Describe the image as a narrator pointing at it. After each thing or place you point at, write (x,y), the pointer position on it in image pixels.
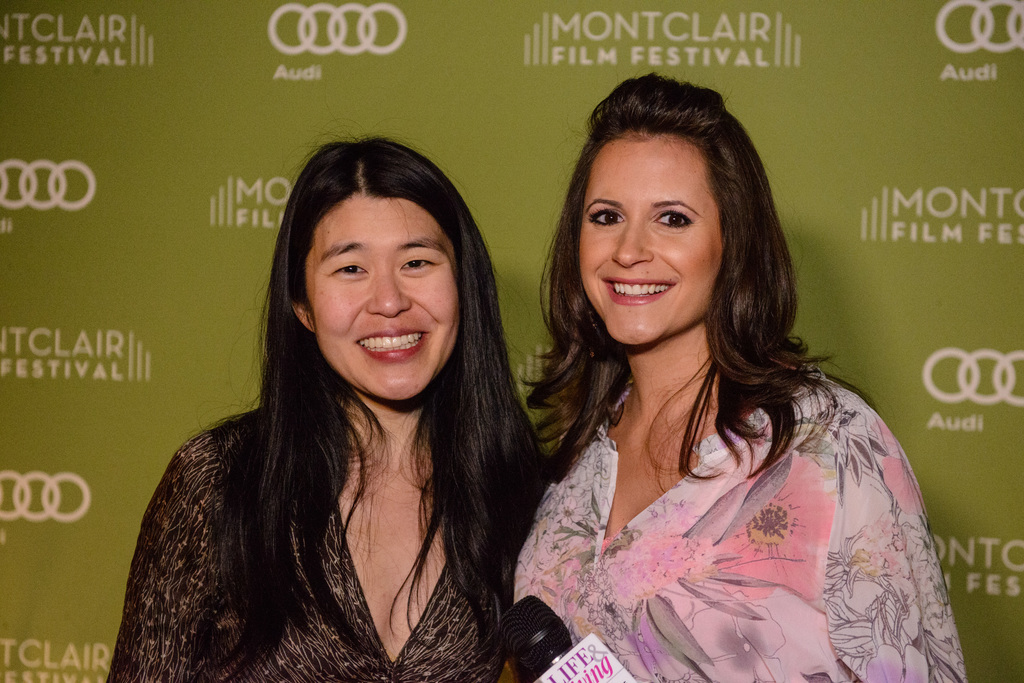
In this image we can see two women (492,413) standing. On the backside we can see some text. On the bottom of the image (541,651) we can see a mic (622,682).
